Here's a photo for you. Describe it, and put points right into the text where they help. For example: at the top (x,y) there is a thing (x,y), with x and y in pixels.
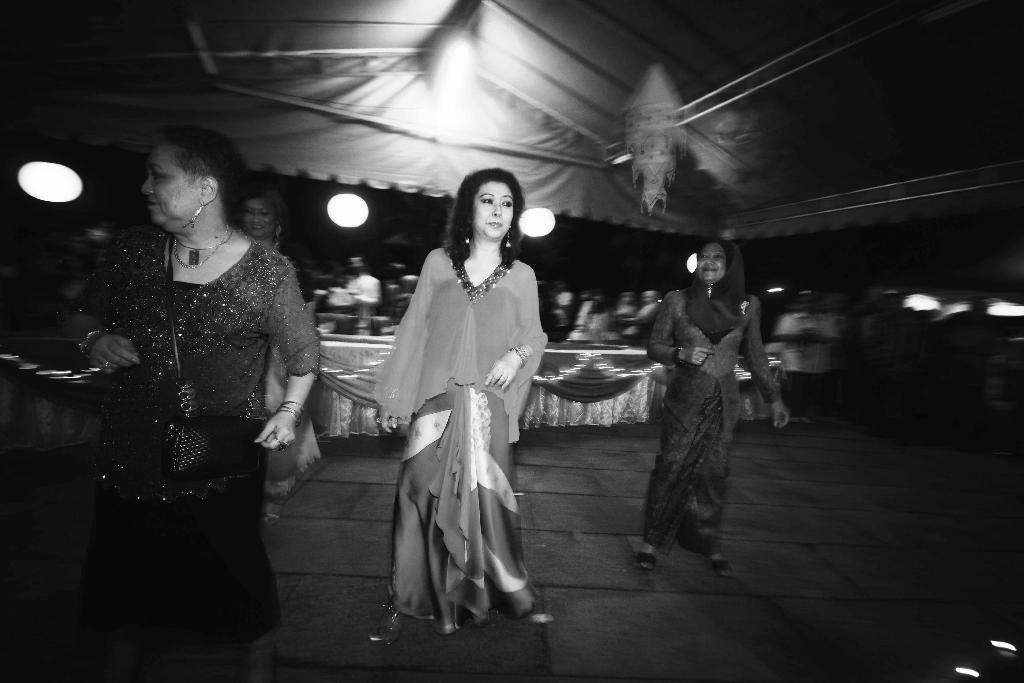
In this image I can see number of people (239,620) are standing. In the background (594,382) I can see a table (557,374), a tent (392,168), number of lights (999,304) and I can see this image is little bit blurry. I can also see this image is black and white in colour.
